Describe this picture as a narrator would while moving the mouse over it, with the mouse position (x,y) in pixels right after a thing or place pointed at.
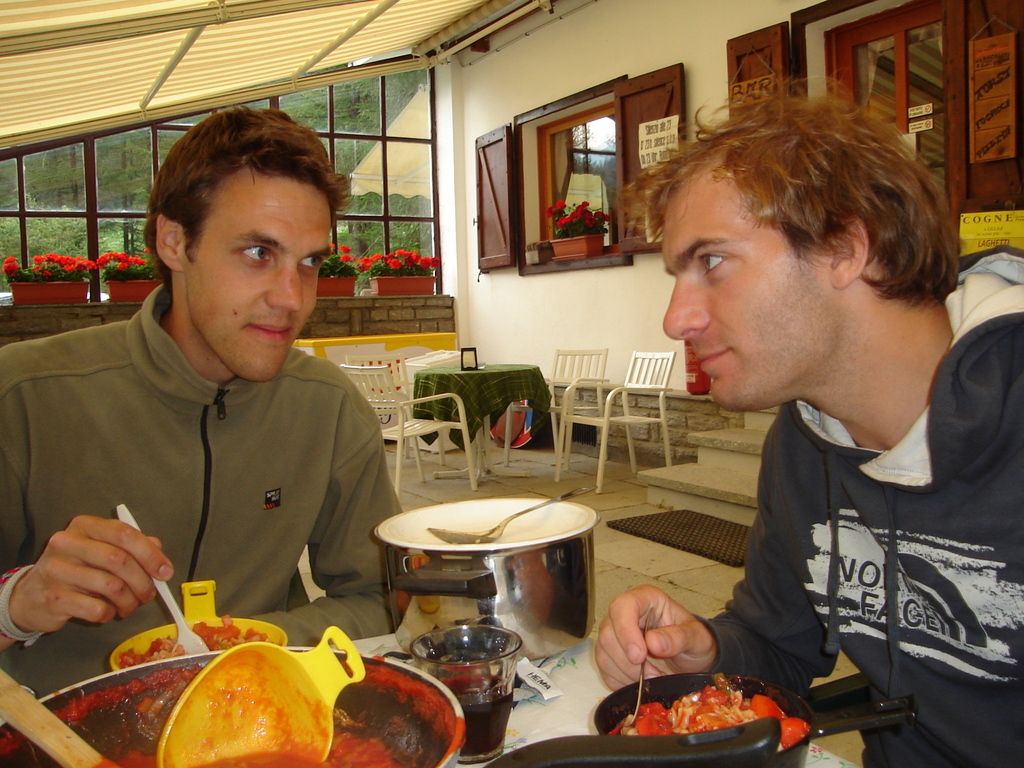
In this image on the right (809,405), there is a man (915,531), he wears a jacket (830,569). In the middle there is a table (550,661) on that there are bowls (272,722), vessels (438,590), glasses (514,687), food items (296,686). On the left (160,397) there is a man (178,418), he wears a jacket (178,418). In the background (388,149) there are tables (504,410), chairs (377,389), windows (571,187), plants (594,222), flowers (587,209), glasses (404,163), roof (425,20), staircase (676,472), mat (697,542) and floor (639,566).
